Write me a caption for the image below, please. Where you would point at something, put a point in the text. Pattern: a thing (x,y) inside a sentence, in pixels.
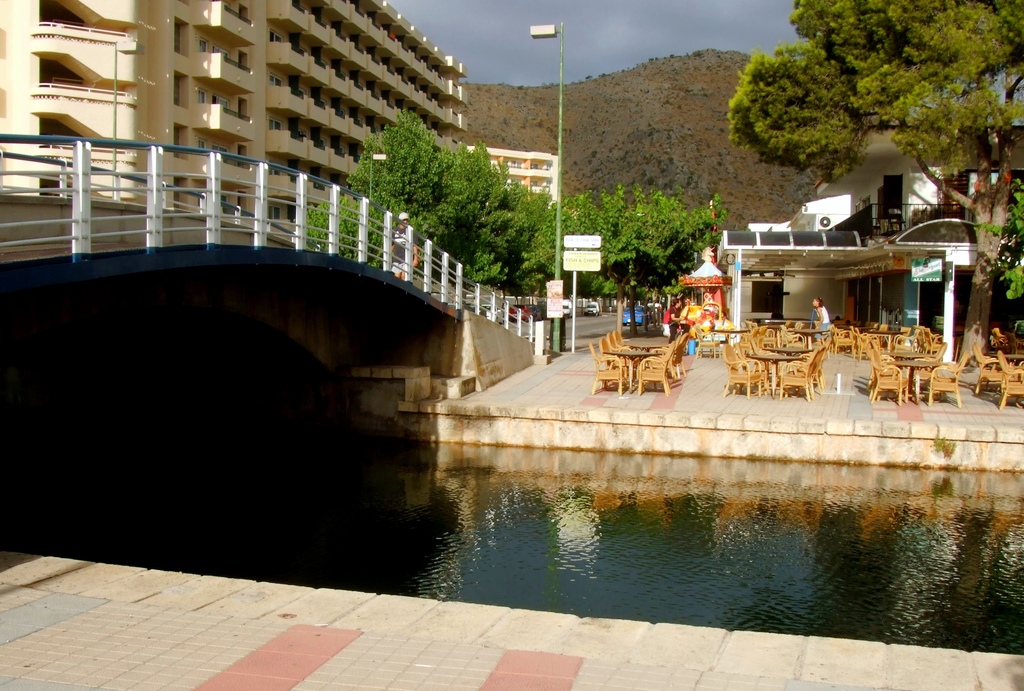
In this image there is a floor (705,381) on which there are so many tables (728,332) and there are so many chairs (664,381) around them. In the middle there is water (408,536). Above the water (430,531) there is a bridge (285,245). At the bottom (219,653) there is floor (522,643). On the left side (325,105) top corner there is a building (251,78). In the background (648,97) there are hills (637,104). At the top (641,42) there is the sky (664,21). On the right side (952,112) there is a tree (975,219). Beside the tree (993,225) there is a building (870,237).
